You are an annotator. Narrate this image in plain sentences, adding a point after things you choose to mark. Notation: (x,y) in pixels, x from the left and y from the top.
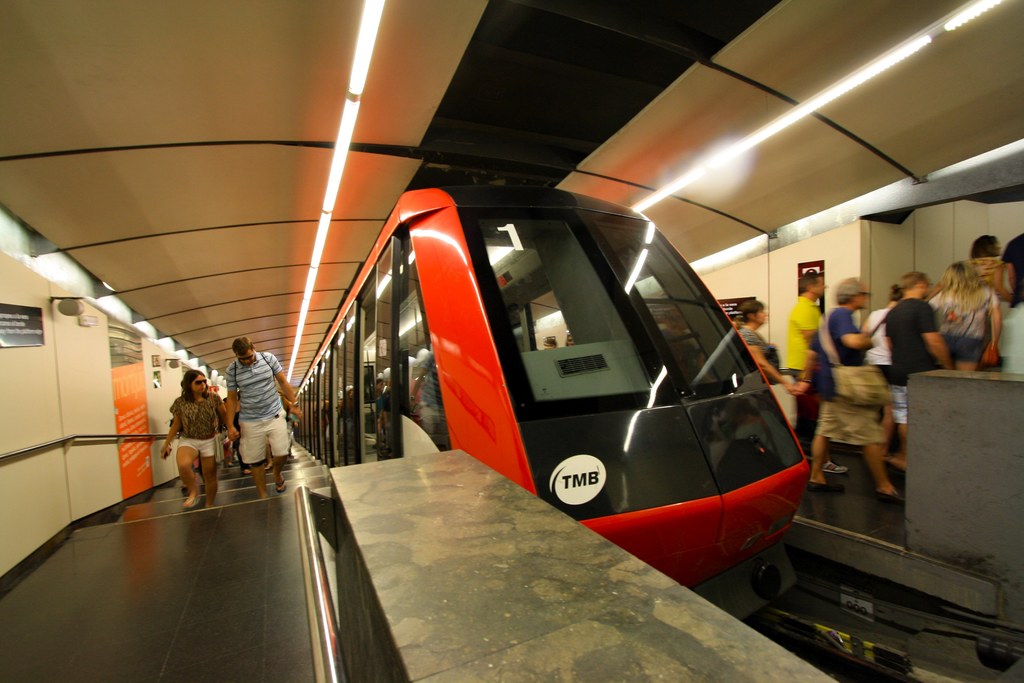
This image is taken indoors. At the bottom of the image (223,614) there is a floor (198,603) and there is a railing (311,513). At the top of the image (408,98) there is a roof (274,186) with a few lights (319,239). In the middle of the image (419,397) a train (527,441) is standing on the track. On the left side of the image (74,394) there is a wall (91,422). There are a few posters (26,324) with a text (117,384) on the wall (89,394). A few people (198,426) are climbing the stairs (228,474). On the right side of the image (885,318) a few people (878,352) are walking on the floor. There is a wall (827,271) with a few signs (802,266) on it.
